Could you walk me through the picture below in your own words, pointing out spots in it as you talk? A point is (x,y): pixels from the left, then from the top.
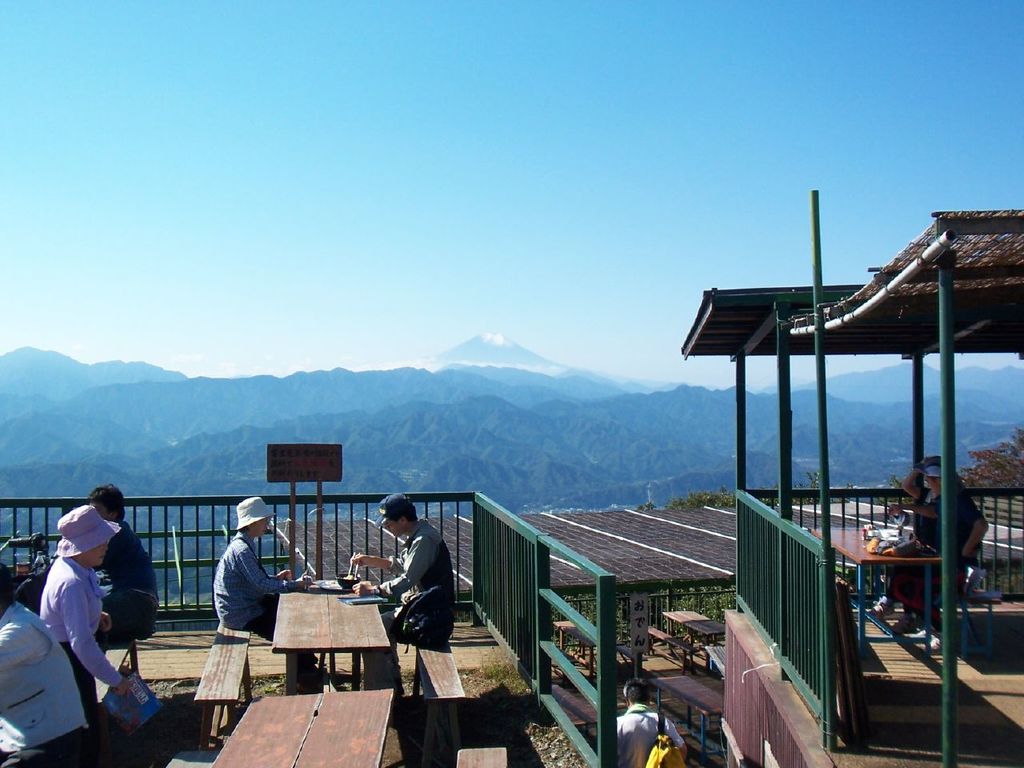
In the center of the image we can see a few people (391,673) are sitting on the benches (443,659) and few people (95,593) are wearing hats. And we can see two persons (88,616) are standing. Among them, we can see one person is wearing a backpack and the other person (90,681) is holding some object (142,696). And we can see fences (526,575), poles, one sign board (338,451), tables (365,620), benches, roof (908,320) and a few other objects (866,311). On the table (359,636), we can see one bowl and a few other objects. In the background (483,259) we can see the sky (547,184), hills (318,399), one building (652,572), trees (1008,448), benches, tables (720,618) and a few other objects (176,535).
